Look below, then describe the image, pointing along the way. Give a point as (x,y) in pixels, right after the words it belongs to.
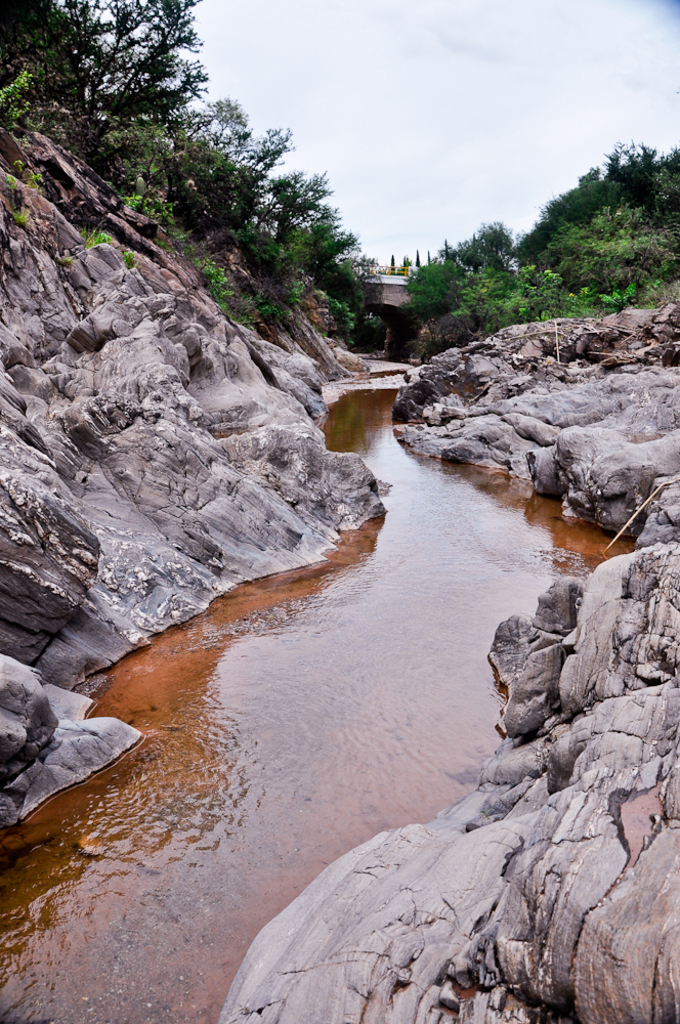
In this picture, we see a water (264,674) and beside that, there are rocks (326,441). There are many trees (392,260) and a bridge (403,298) in the background (399,257). At the top of the picture (424,152), we see the sky (392,209).
